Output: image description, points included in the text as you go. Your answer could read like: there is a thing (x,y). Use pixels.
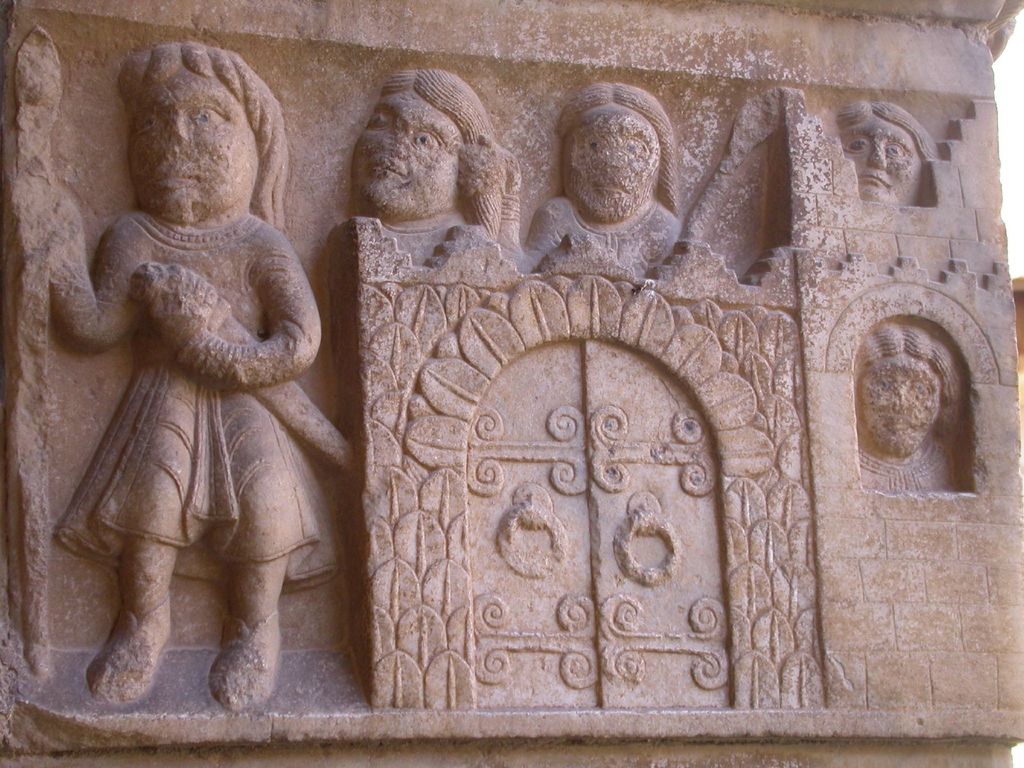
In this image we can see sculpture (288,403) on the wall (54,477).
